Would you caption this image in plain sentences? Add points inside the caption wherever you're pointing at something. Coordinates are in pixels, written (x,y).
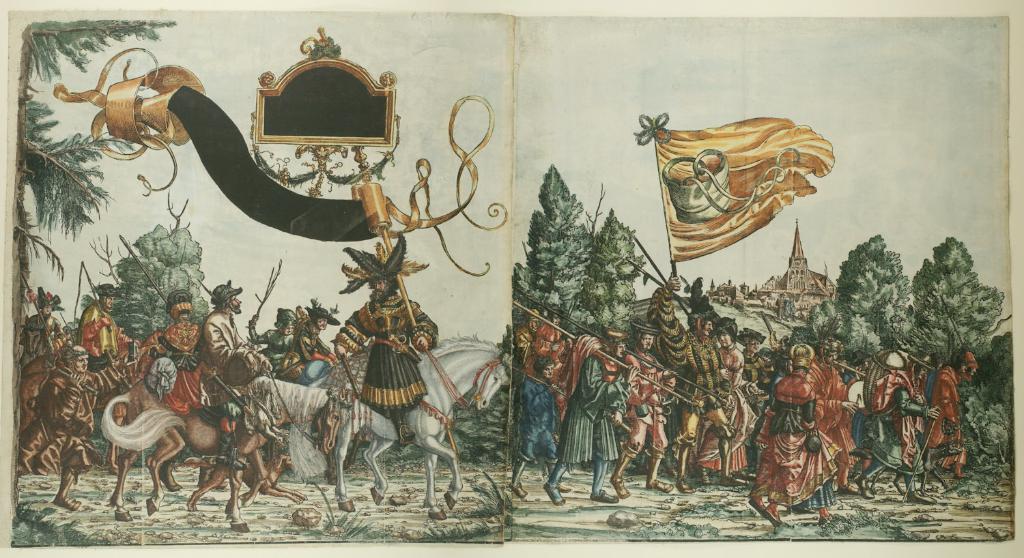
This image is a painting. In this image we can see persons (86,390), horses (203,442), stones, trees (562,253), flag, fort (773,285), hill (814,299) and sky (543,95).
